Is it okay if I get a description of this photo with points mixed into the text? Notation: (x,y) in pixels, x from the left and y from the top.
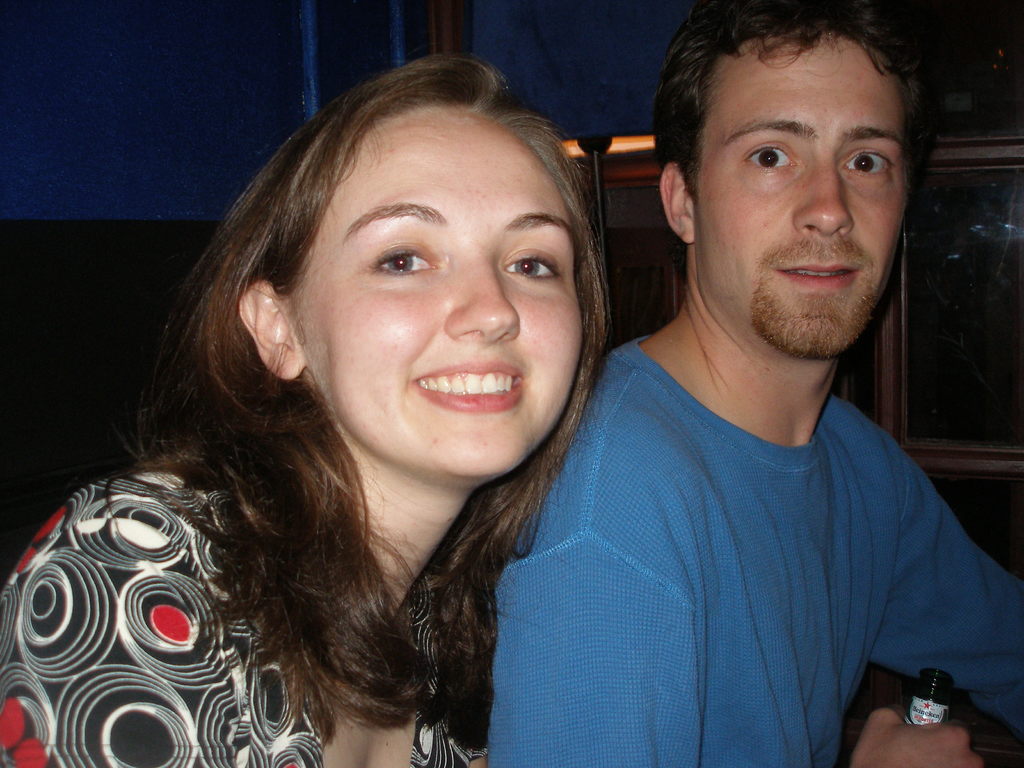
In this image I can see two persons (536,565). There is a bottle (922,682) and in the background (154,143) there are some objects (897,688).
